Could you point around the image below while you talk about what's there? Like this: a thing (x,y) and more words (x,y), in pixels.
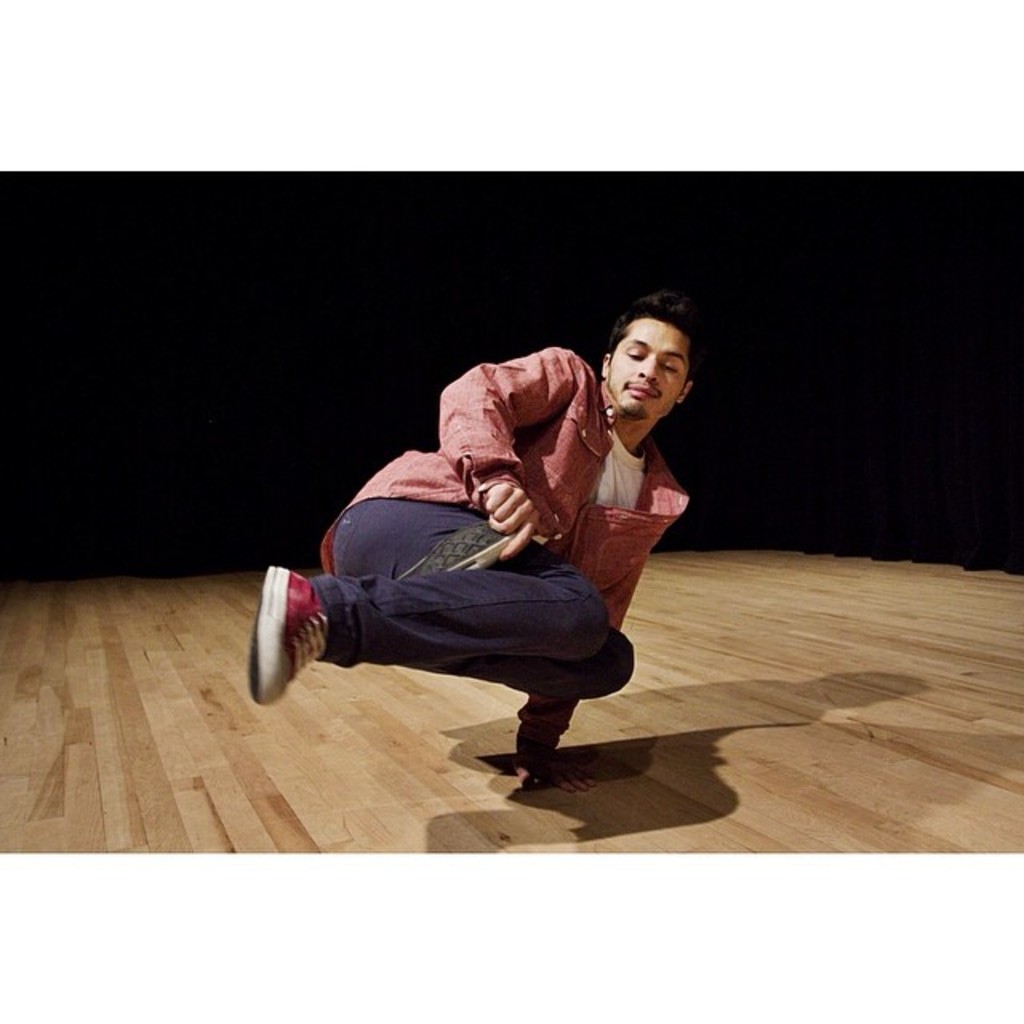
In this image there is a person (462,519) performing stunt.
